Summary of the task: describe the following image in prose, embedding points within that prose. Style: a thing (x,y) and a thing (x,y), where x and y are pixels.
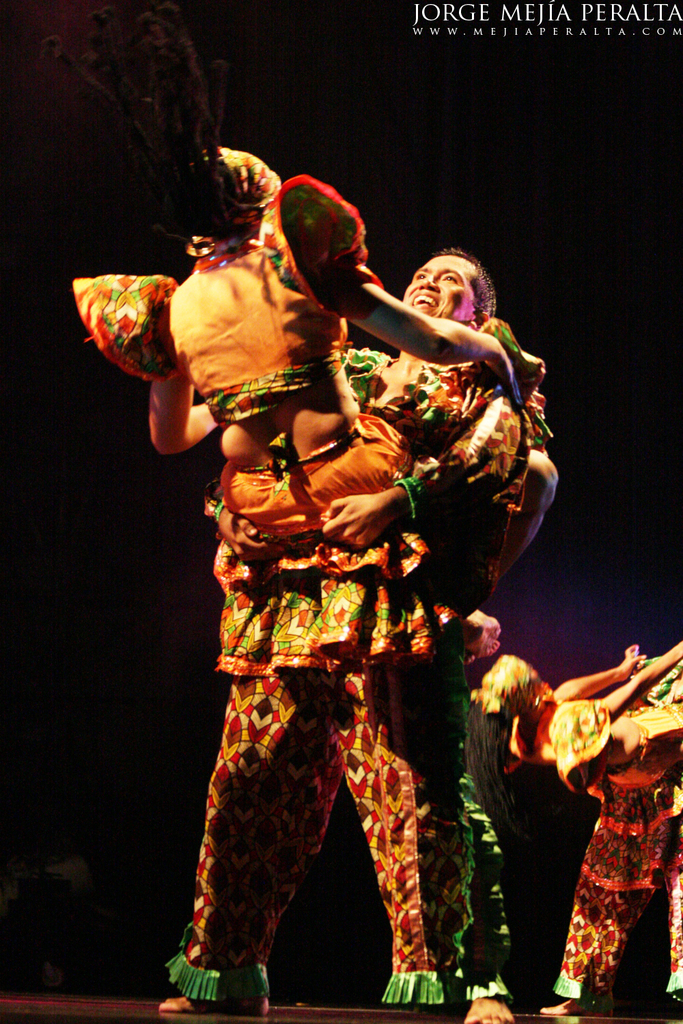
In this image we can see people (450,543) dancing. The background of the image (498,49) is dark. In the top right (594,8), we can see some text (475,31).
